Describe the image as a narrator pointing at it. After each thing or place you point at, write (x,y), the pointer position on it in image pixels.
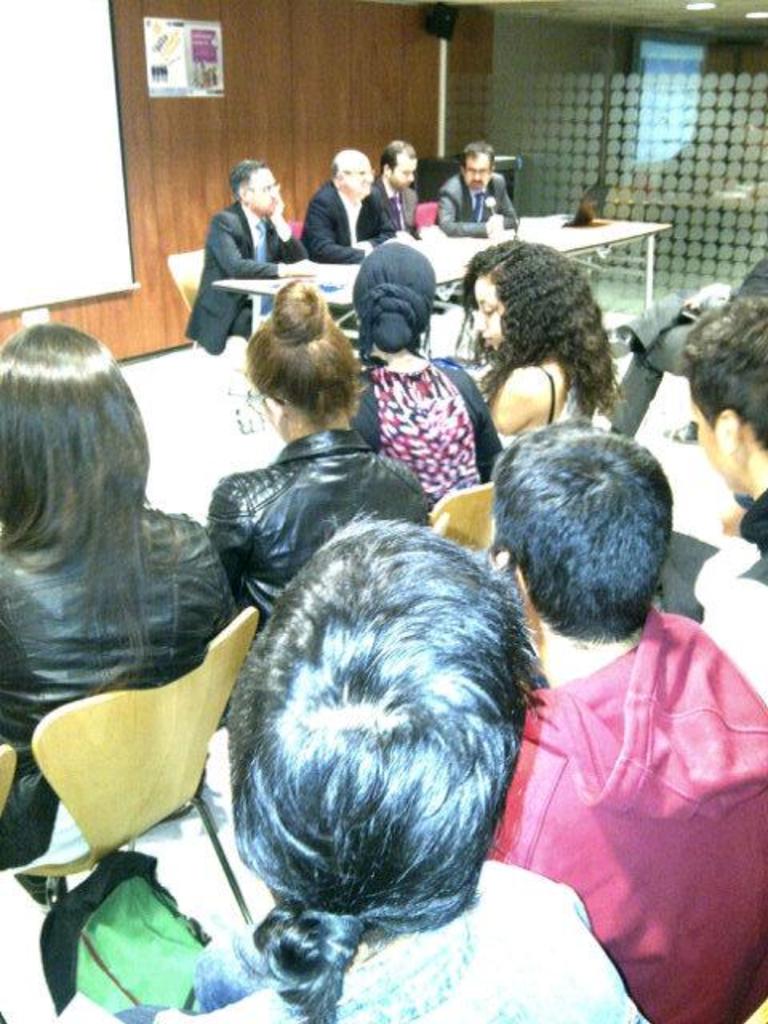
In this image we can see people (467,403) are sitting on the chairs (252,617) and there is a table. In the background (745,204) we can see wall (370,67), glass (732,251), ceiling (696,18), lights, screen (22,14), and a poster (166,53).
